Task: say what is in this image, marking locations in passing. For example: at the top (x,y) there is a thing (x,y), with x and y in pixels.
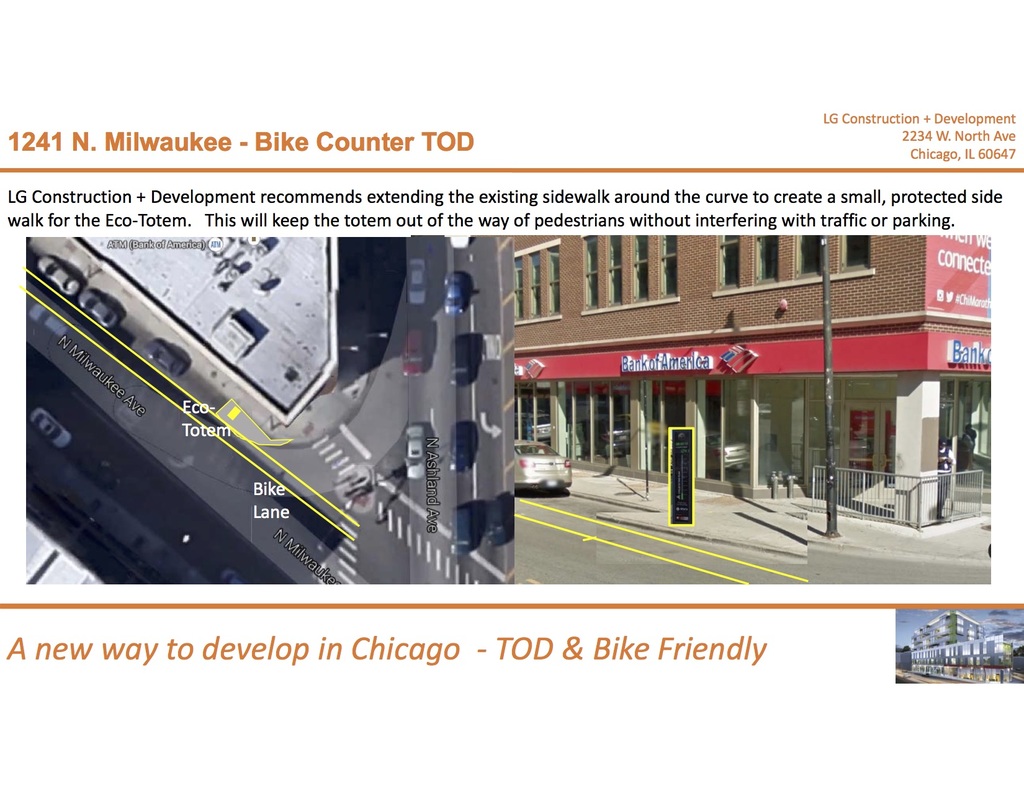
It is the screen shot of a website and there are two collage images. In the first image there is a road (443,489) and in the second image there is a building (971,337). Some information (229,207) is mentioned above the images (407,335).
